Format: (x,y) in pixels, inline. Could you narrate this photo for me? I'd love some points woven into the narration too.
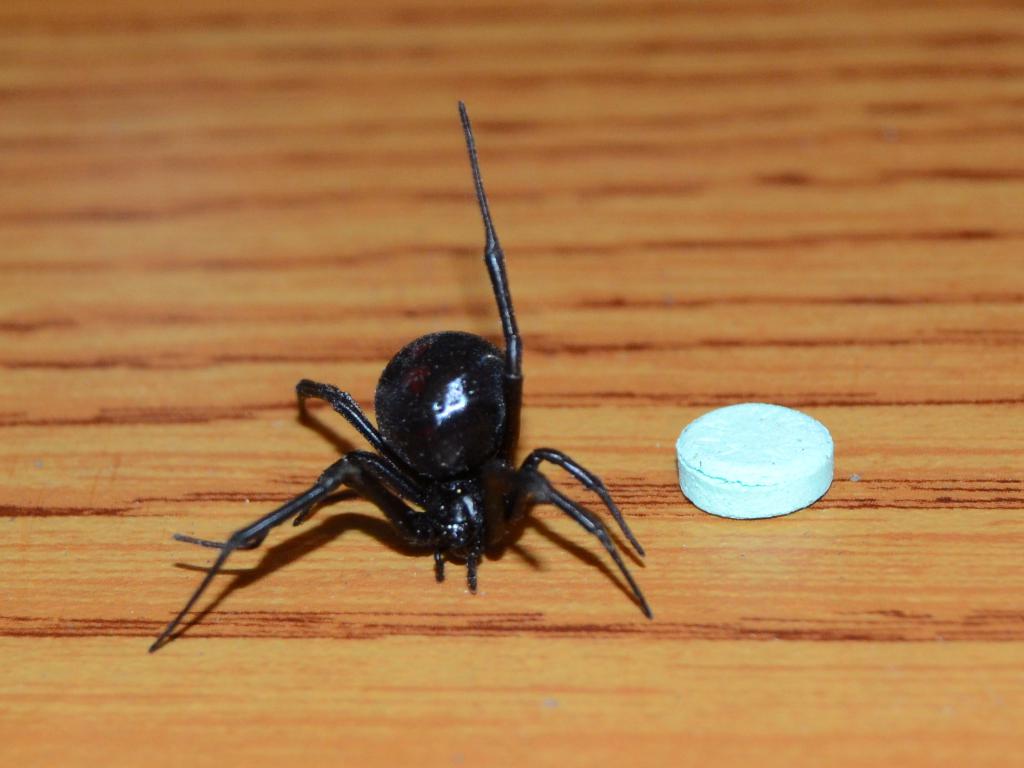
This is a spider (383,496) and a medical tablet (777,447), which are on the wooden board (609,414).
